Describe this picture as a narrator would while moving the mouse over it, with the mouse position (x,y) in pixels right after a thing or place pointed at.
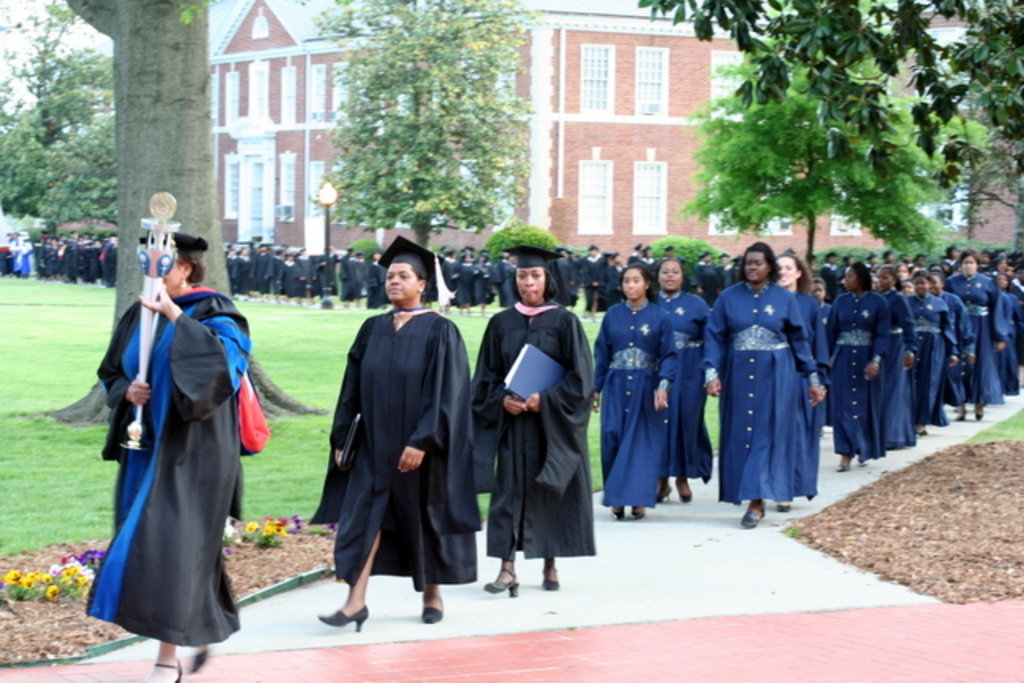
In this picture we can see a group of people (534,466) on the ground (668,521), here we can see flowers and in the background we can see a building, trees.
